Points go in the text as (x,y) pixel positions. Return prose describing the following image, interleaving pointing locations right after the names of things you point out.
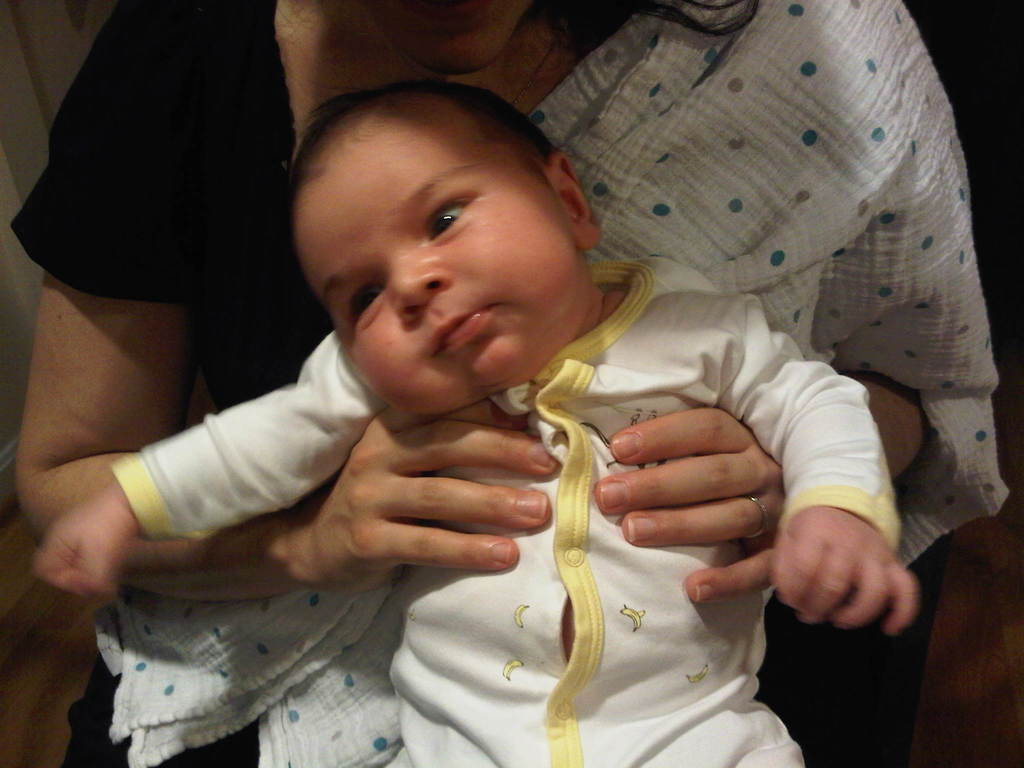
In this picture there is a woman (171,195) holding the baby (757,636). At the back (9,289) it looks like a wall (88,27). At the bottom (959,697) it looks like a floor (1004,686).
